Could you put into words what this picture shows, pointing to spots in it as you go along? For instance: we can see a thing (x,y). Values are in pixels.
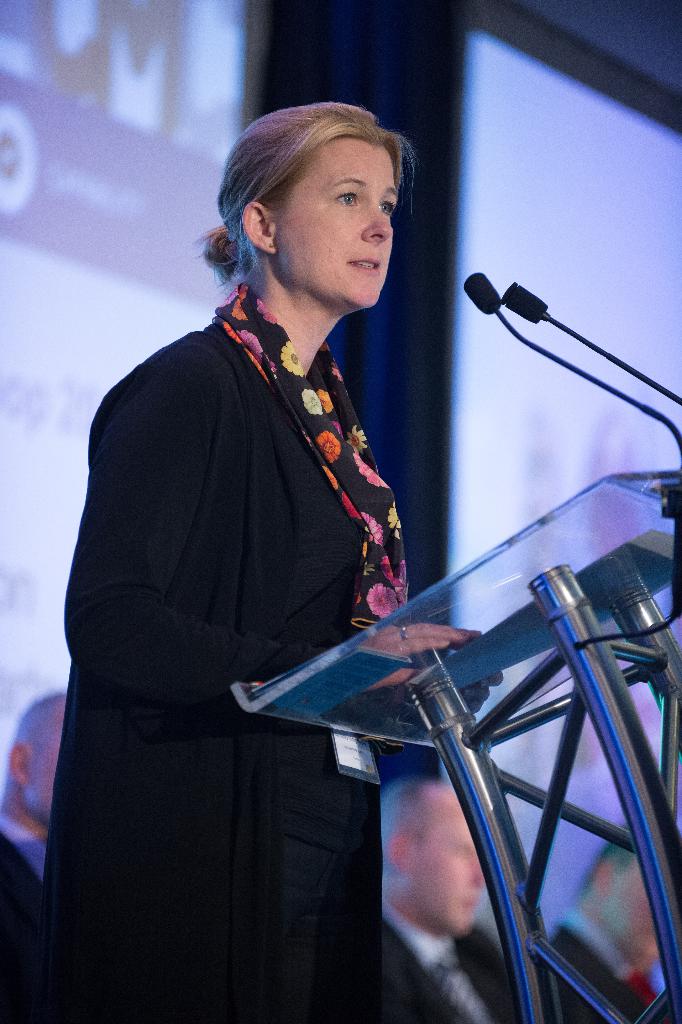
In this image there is a woman (184,513) standing in front of the podium (453,660) is speaking in a mic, behind the woman (225,347) there are a few people (583,908) sitting and there are screens (174,194).
